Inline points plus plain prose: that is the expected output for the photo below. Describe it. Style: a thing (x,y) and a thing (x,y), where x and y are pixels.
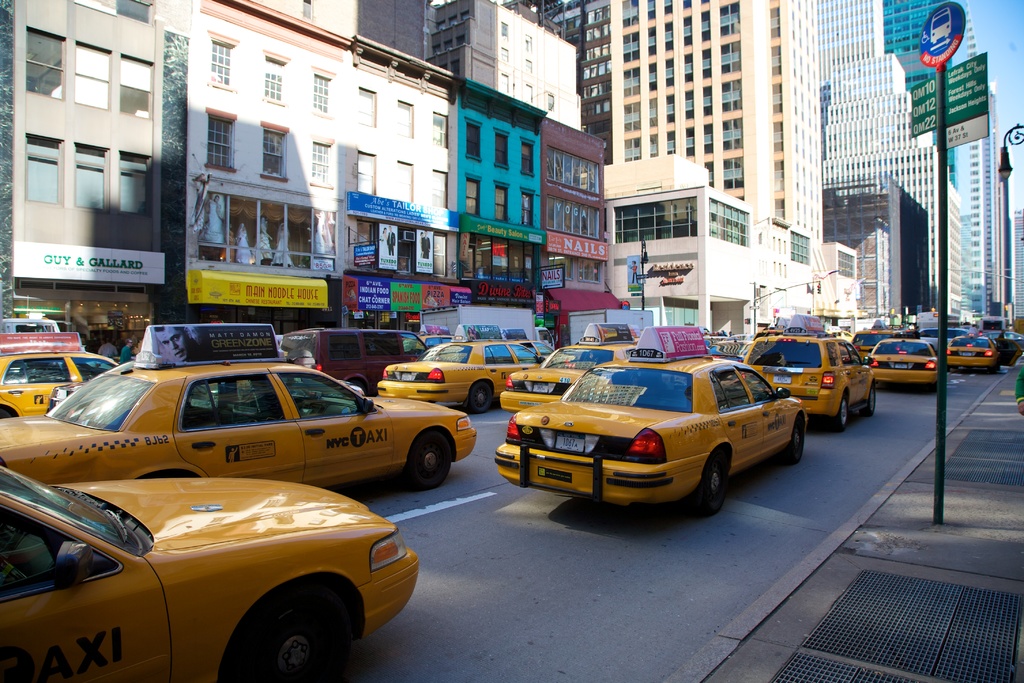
In this picture I can see some vehicles (335,513) are on the road (605,528), side there are some buildings (546,234) and some sign boards (540,241).
